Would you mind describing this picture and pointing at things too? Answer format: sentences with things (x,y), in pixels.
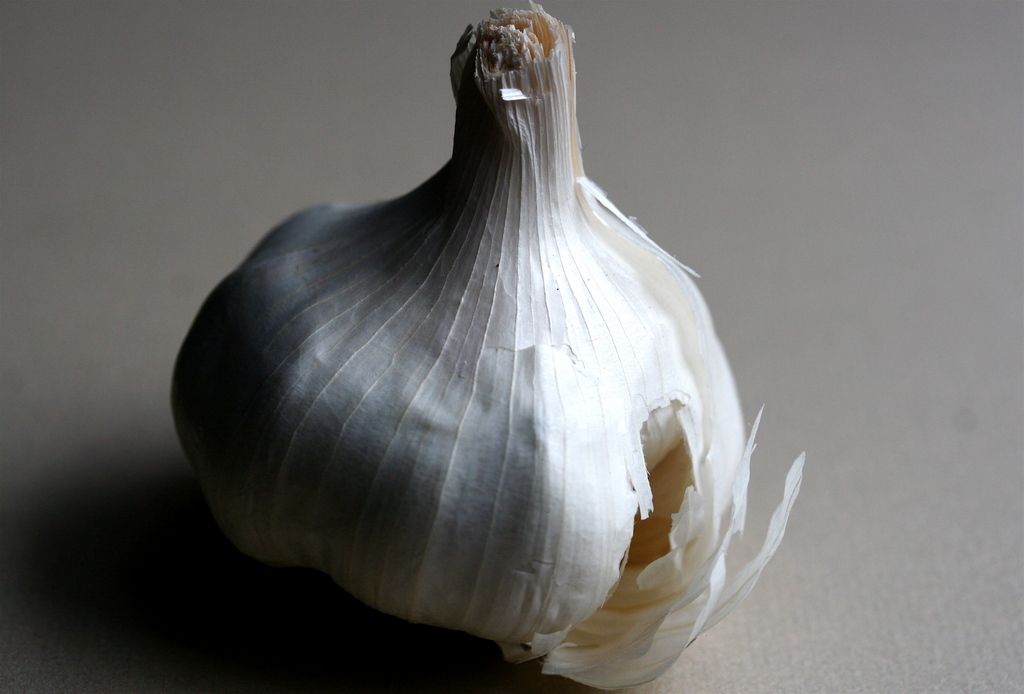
In this picture we can see a garlic (562,596).
